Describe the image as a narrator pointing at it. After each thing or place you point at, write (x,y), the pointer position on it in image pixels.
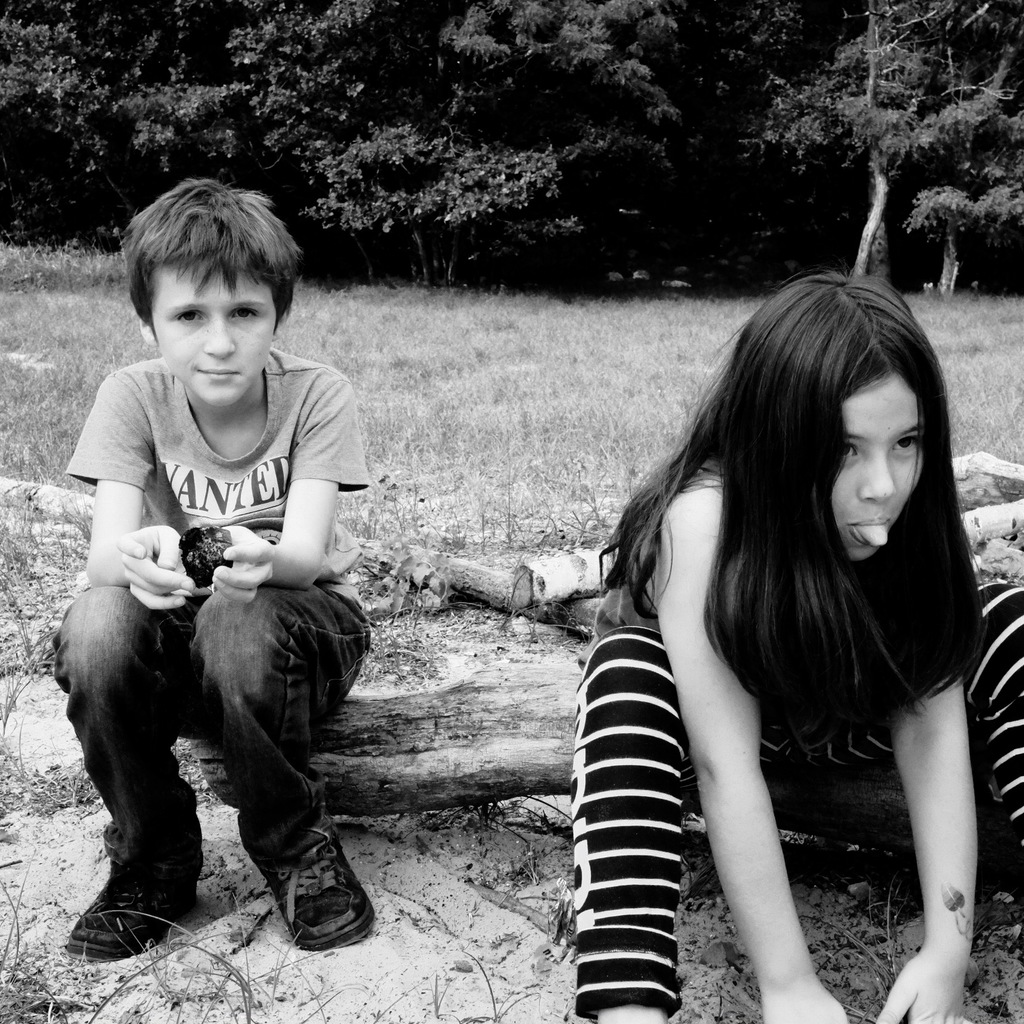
In this picture I can see there is a boy (278,768) and a girl (736,828) sitting on the tree trunk (469,733) and in the backdrop (425,366) I can see there is grass (495,322) and there are trees (513,136).
